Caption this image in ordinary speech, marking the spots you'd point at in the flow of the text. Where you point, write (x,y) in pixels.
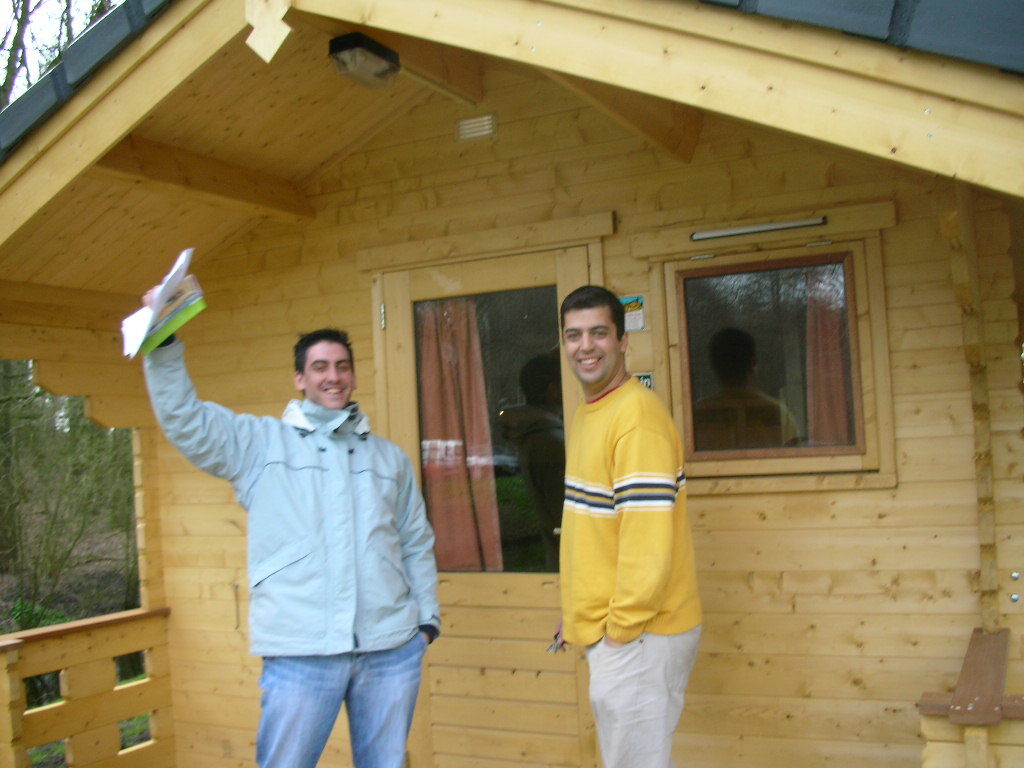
In the middle of the image (346,419) two persons (338,389) are standing and he is holding some papers (192,291). Behind him there is a house (65,723) and there are some trees (40,493).
